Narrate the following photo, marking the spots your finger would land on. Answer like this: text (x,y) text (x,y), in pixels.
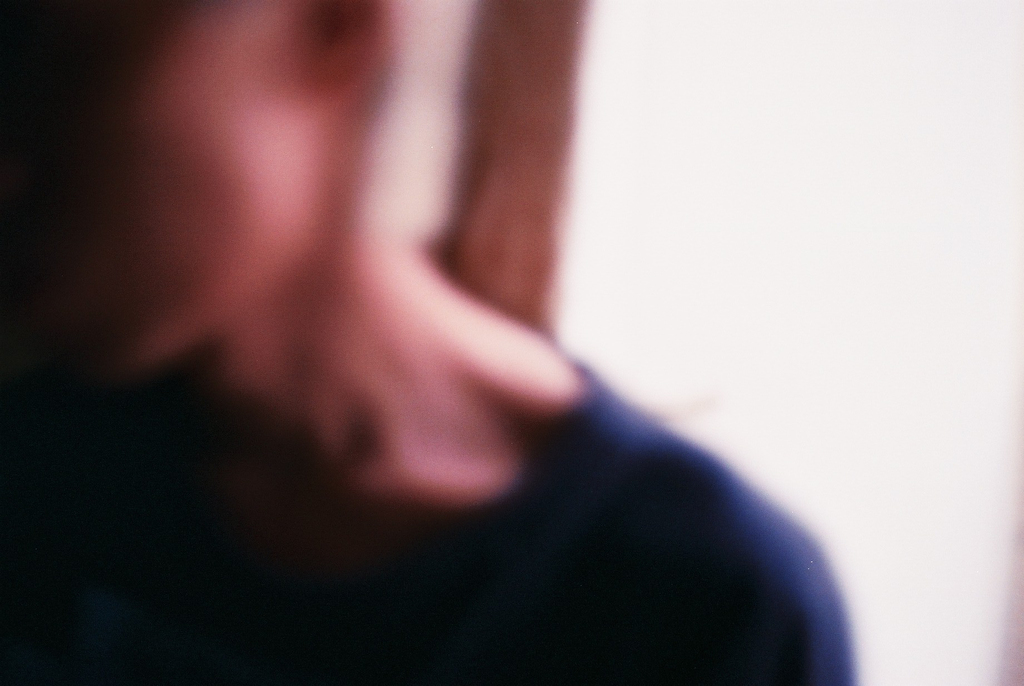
In the image we can see a person (230,390) and the image is blur.
